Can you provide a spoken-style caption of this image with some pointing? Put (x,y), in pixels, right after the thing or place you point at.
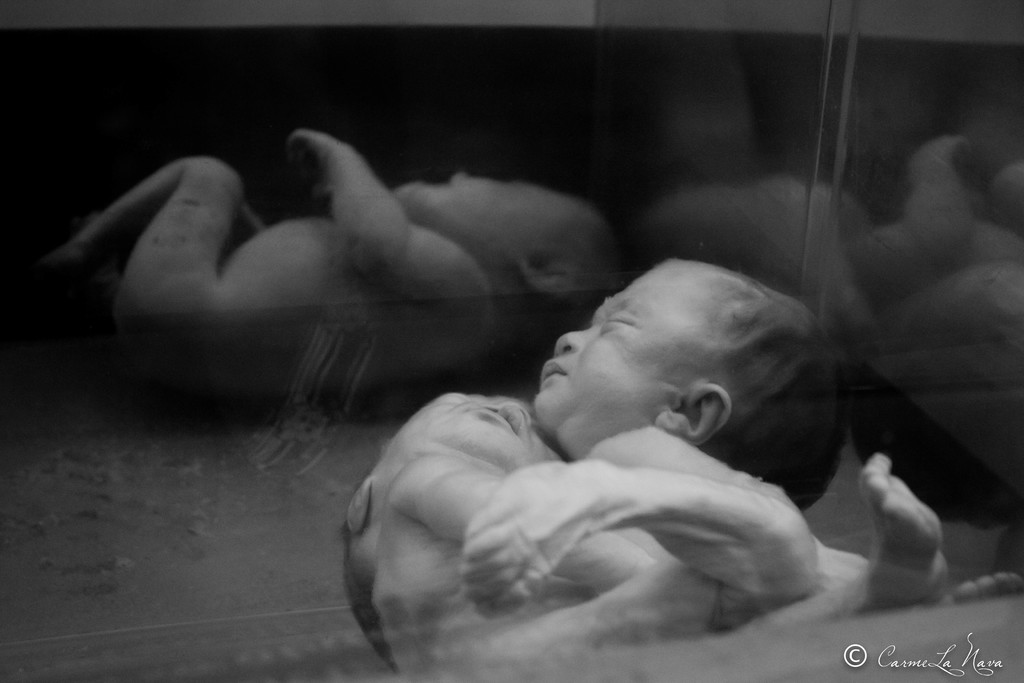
In this picture we can see a baby (479,504). There is a glass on the right side (933,325). On this glass (697,245), we can see the reflection (920,333) of a baby (375,323).
